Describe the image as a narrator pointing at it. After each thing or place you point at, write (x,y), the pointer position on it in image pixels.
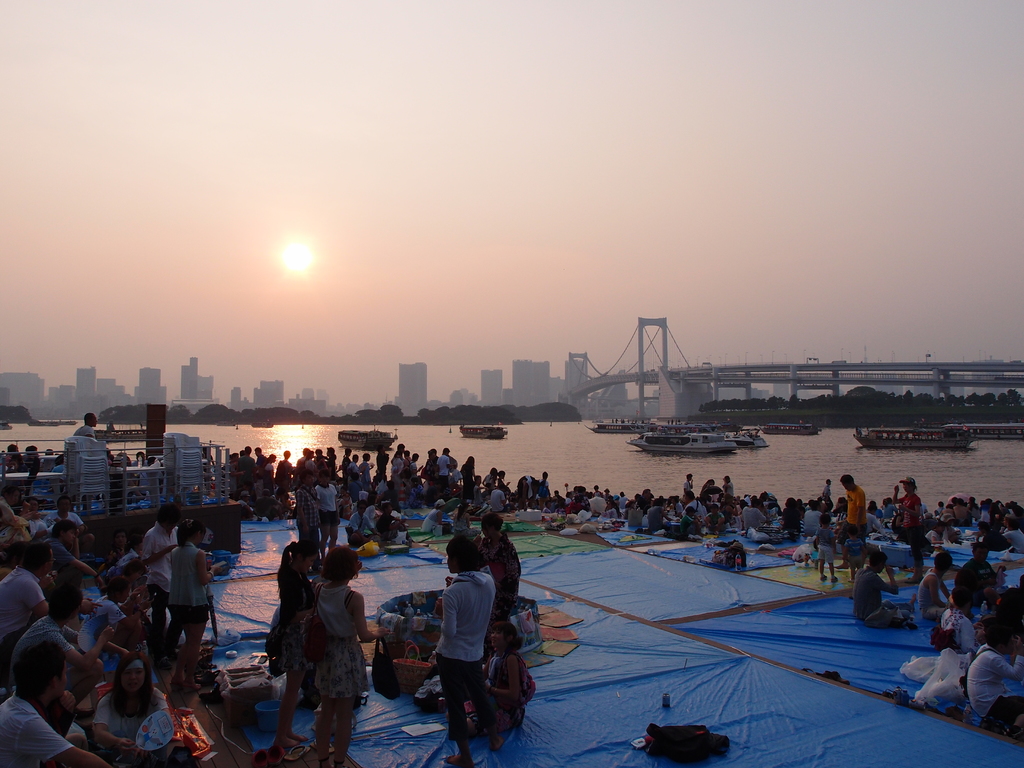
In this image we can see many people (340,632). There is a sea (845,474) in the image. There are many water crafts (890,439) in the image. There is a bridge (898,365) in the image. There is a sky (453,236) and a sun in the image. There are few objects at the left side of the image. There are many trees (915,402) and buildings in the image.
